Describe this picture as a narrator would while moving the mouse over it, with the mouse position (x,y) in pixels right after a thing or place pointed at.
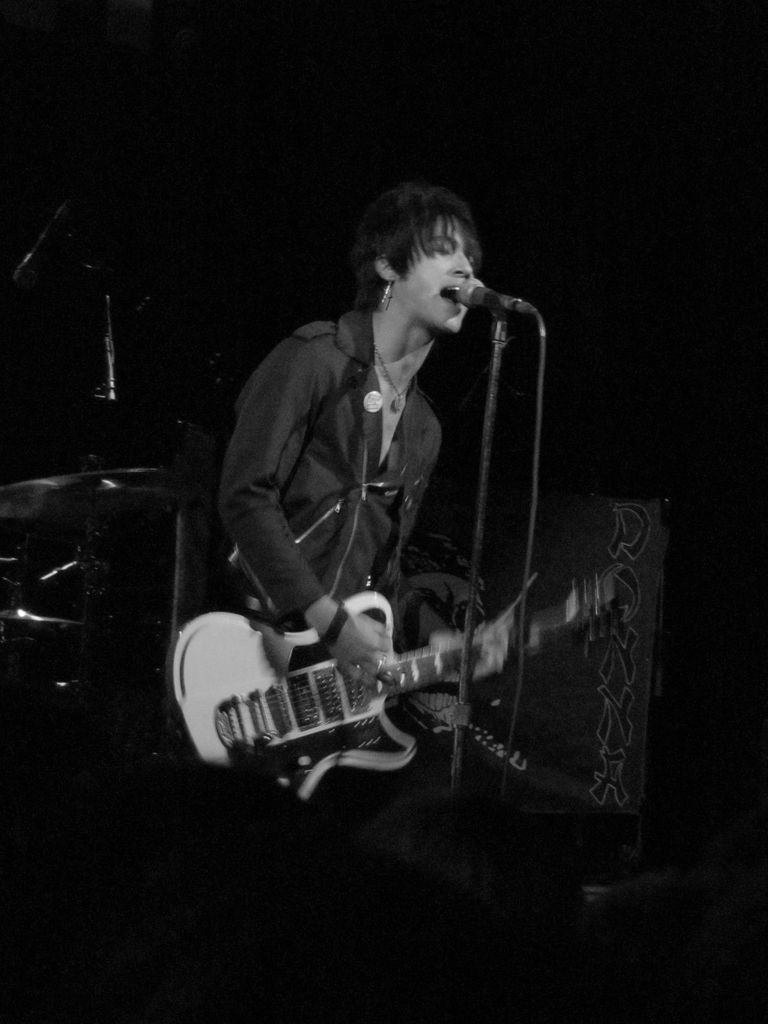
In the middle of the image (343,473) a woman (453,250) is playing guitar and singing. In front of her there is a microphone (488,302). Behind her there is a drum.
